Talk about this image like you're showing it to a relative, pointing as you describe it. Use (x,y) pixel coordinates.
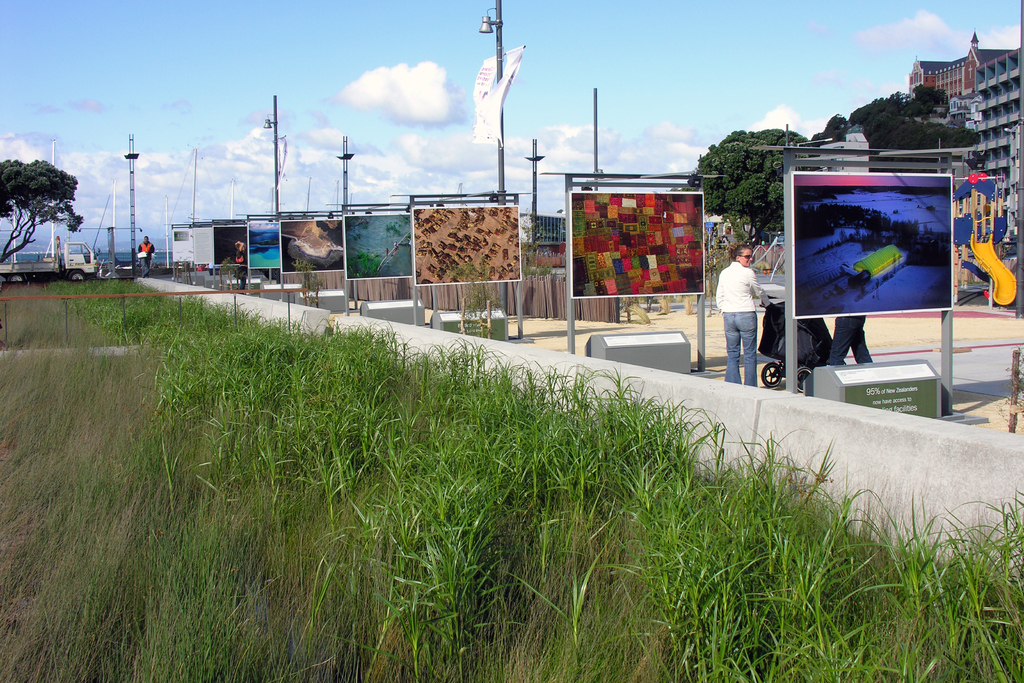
In this image I can see this is the grass (423,537), on the right side (832,193) there are paintings (869,194) on the boards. A woman (753,315) is standing, there are trees (887,137) and buildings (1004,115), at the top (400,82) it is the sky (369,74).
